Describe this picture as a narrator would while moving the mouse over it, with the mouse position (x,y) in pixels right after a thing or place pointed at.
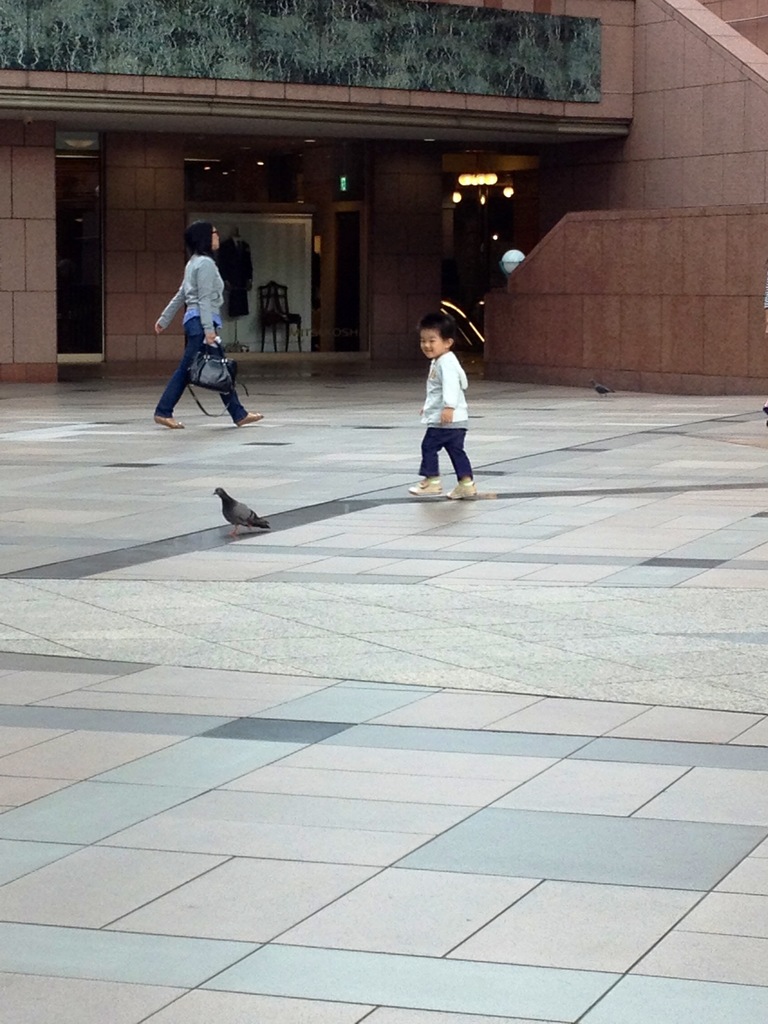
A pigeon (240,523) is standing on a floor (264,547), beside a little boy (459,377) is running on this. In the left side (229,414) a woman (169,317) is walking on the floor (357,485), she wore jeans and also holding a hand bag (198,382).
